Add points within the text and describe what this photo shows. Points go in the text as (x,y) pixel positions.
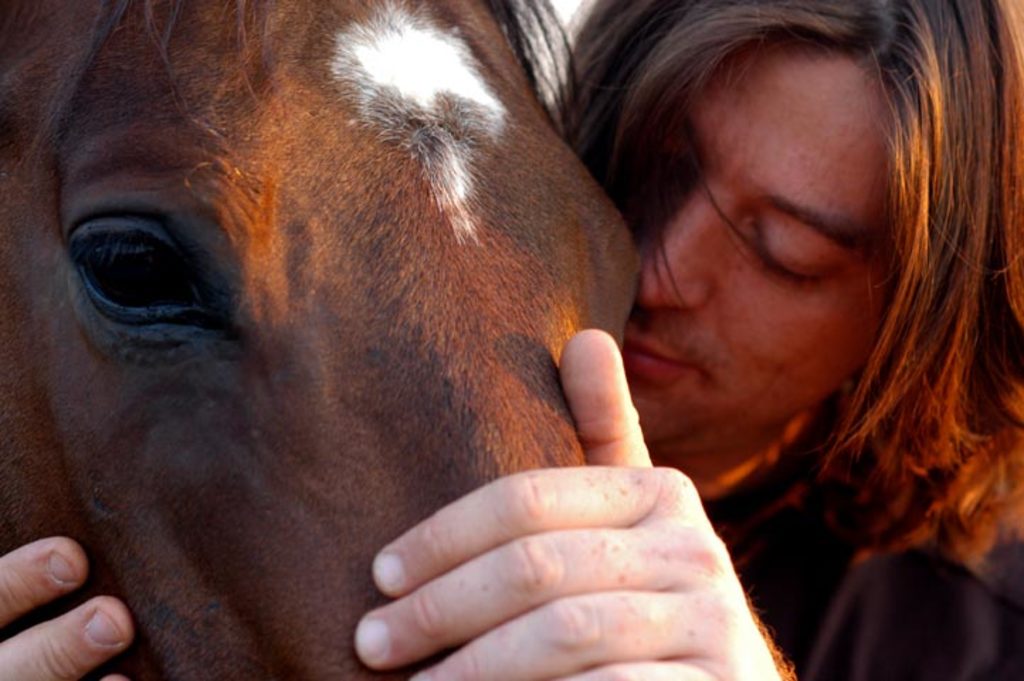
In this picture there is a horse (230,345) and a man (668,340). The horse (418,250) is having a white mark (386,112) on its head (369,166). The man (42,565) is holding the horse (268,594).
